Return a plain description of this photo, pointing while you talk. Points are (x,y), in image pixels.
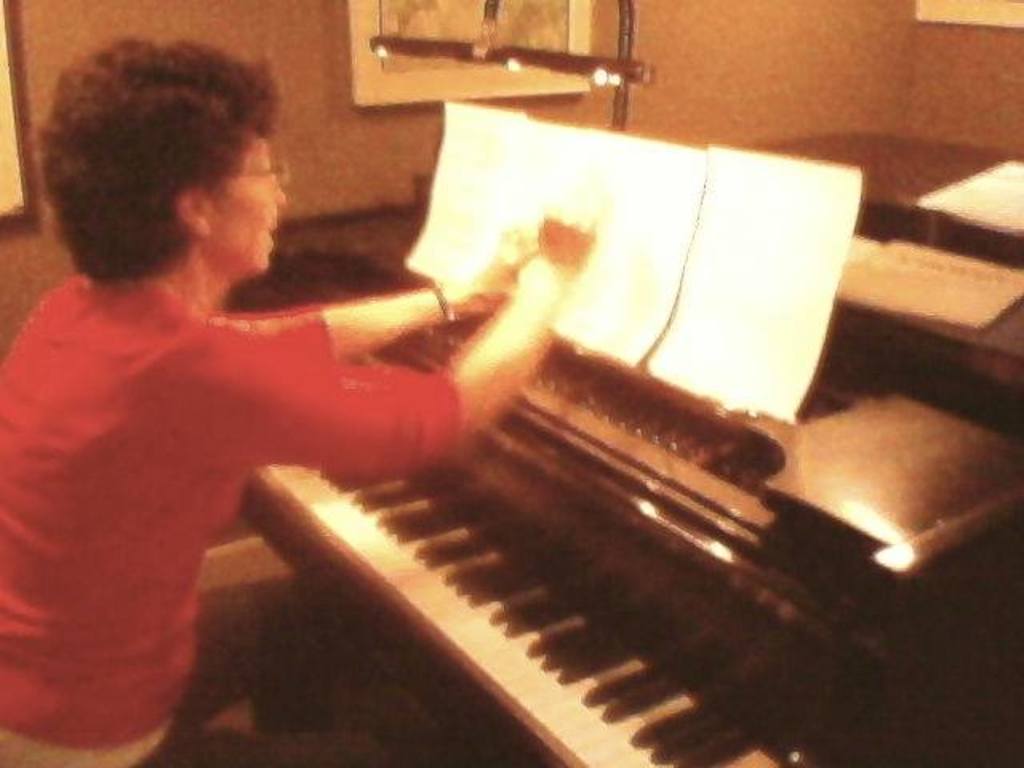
In this picture we can see a woman (39,738). These are the papers (735,383) and this is piano (531,675).
